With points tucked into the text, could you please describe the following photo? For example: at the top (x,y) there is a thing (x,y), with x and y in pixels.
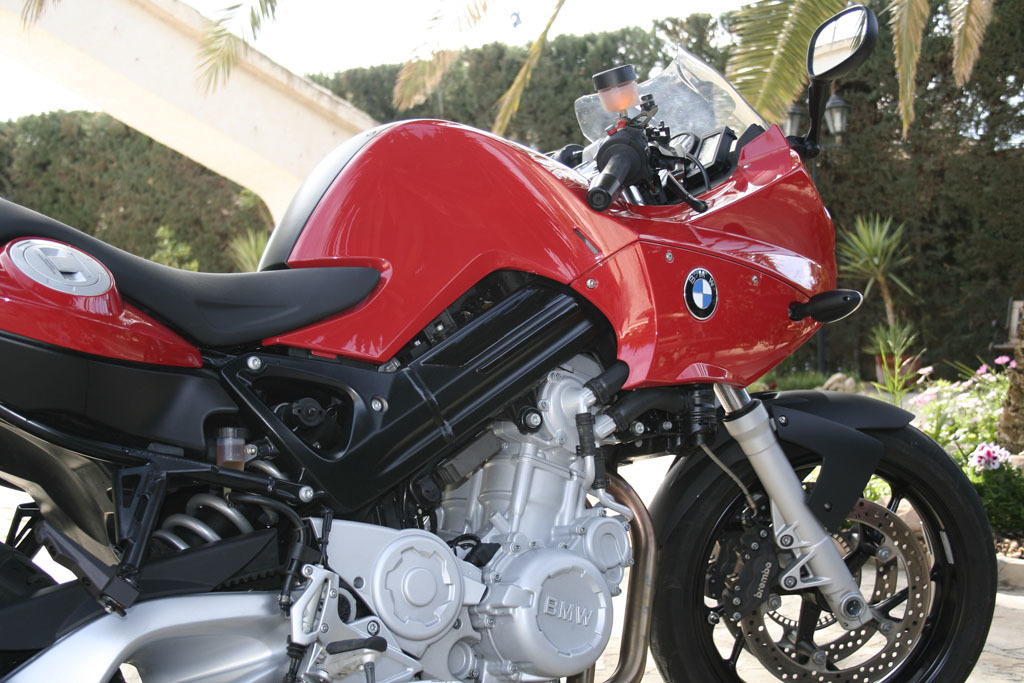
In this picture we can see red color sports bike (738,242) seen in the image. Behind we can some coconut trees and plants (877,263) in the pot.
